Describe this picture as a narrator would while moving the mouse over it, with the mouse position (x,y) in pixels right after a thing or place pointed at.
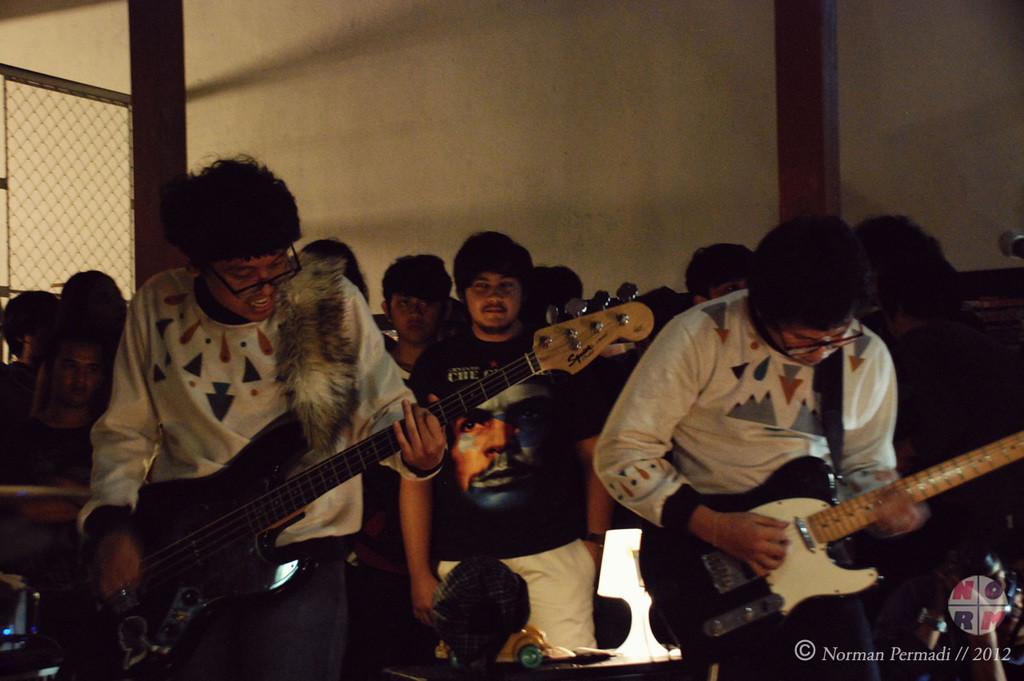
In this image i can see group of people (505,304) playing guitar (286,518) at the back ground (355,251) i can see a wall (323,178) and a railing (43,187).
